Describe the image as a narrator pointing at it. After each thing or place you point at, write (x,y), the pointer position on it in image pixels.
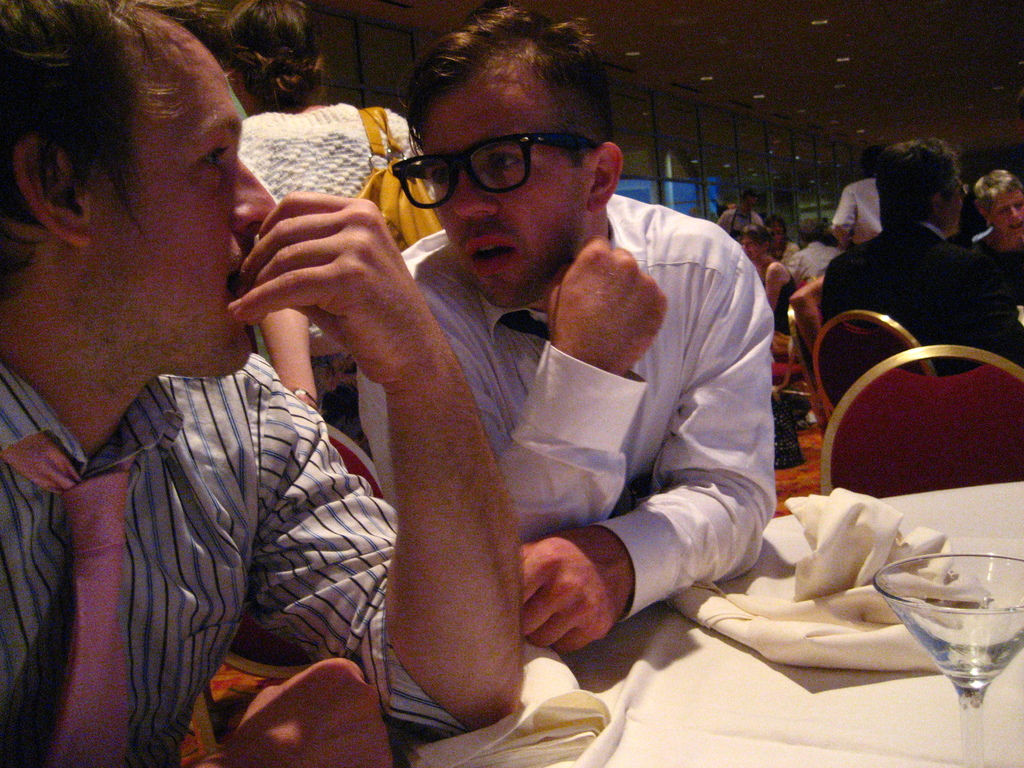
In this picture we can see a group of people (398,487), some people (434,453) are sitting on chairs (932,437), some people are standing, here we can see clothes (536,479), glass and some objects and in the background (912,28) we can see a roof (967,140), lights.
